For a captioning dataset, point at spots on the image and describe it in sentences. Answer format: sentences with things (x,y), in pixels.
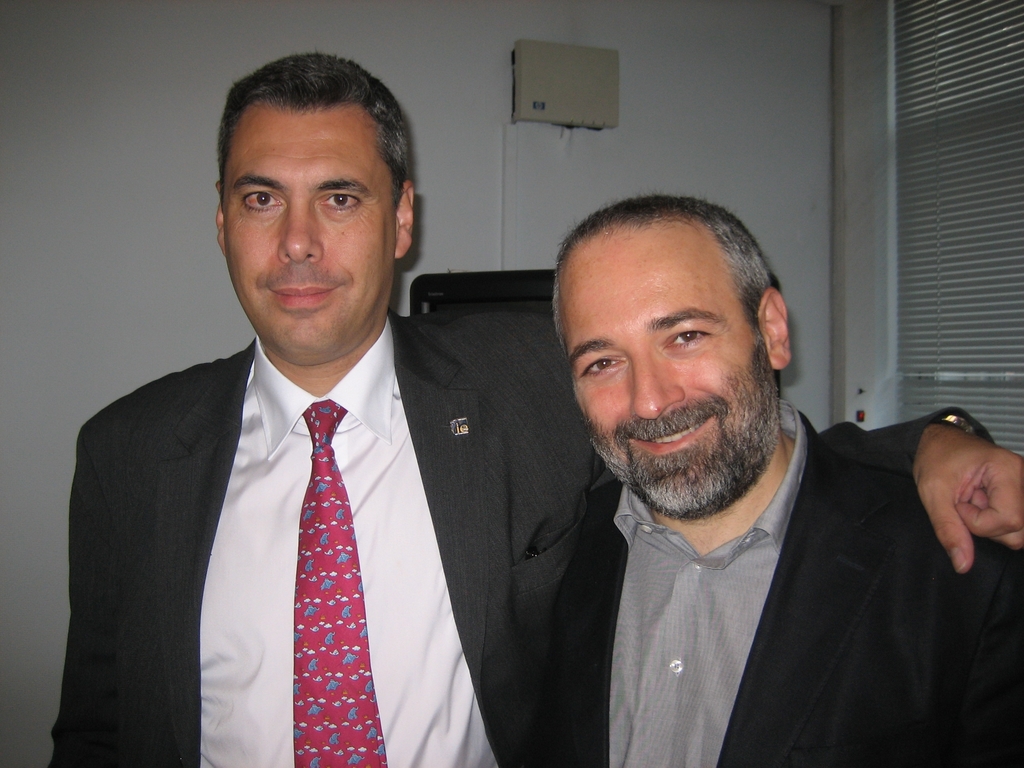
In this image there are two men (509,606) standing. They are smiling. The man (351,489) to the left (286,509) is placing his hand (961,448) on the other man (933,559). Behind them there is a wall (125,113). To the right (921,114) there are window blinds (916,236).
